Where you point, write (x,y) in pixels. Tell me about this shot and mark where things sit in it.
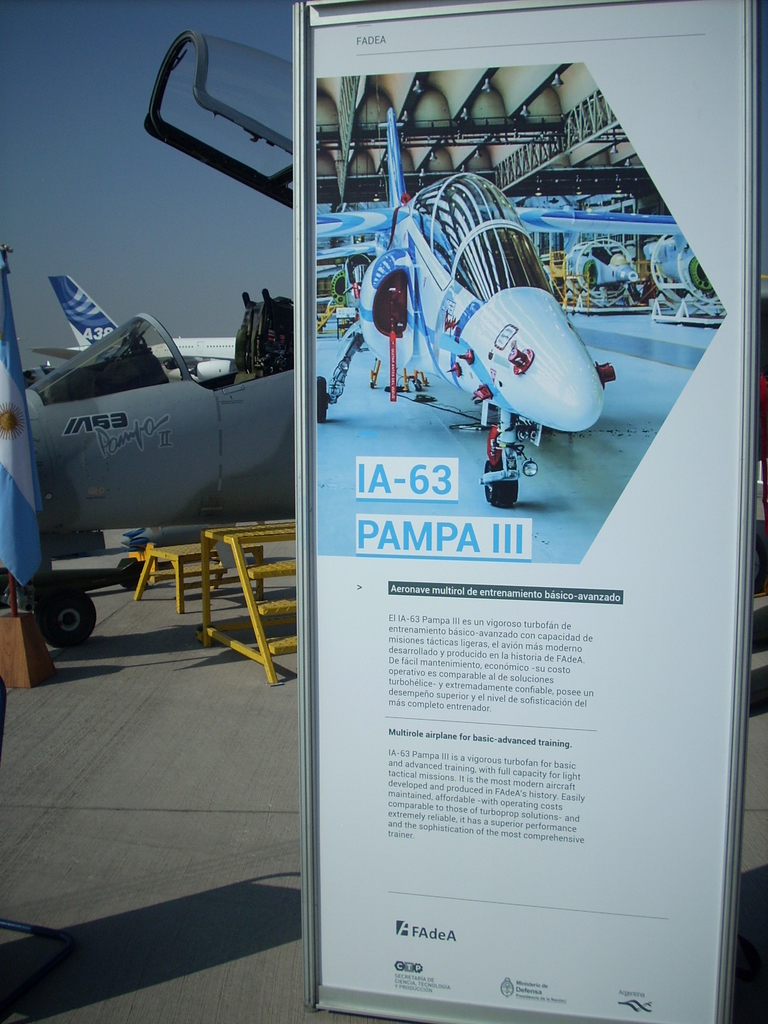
In the picture we can see a board (527,822) with an image of the aircraft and some information (558,825) under it and behind the board (532,836), we can see an aircraft (121,374) with glass (133,375) and wheel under it and we can also see a yellow color stand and behind it we can see a plane (93,333) which is white in color and behind it we can see the sky (43,222).
